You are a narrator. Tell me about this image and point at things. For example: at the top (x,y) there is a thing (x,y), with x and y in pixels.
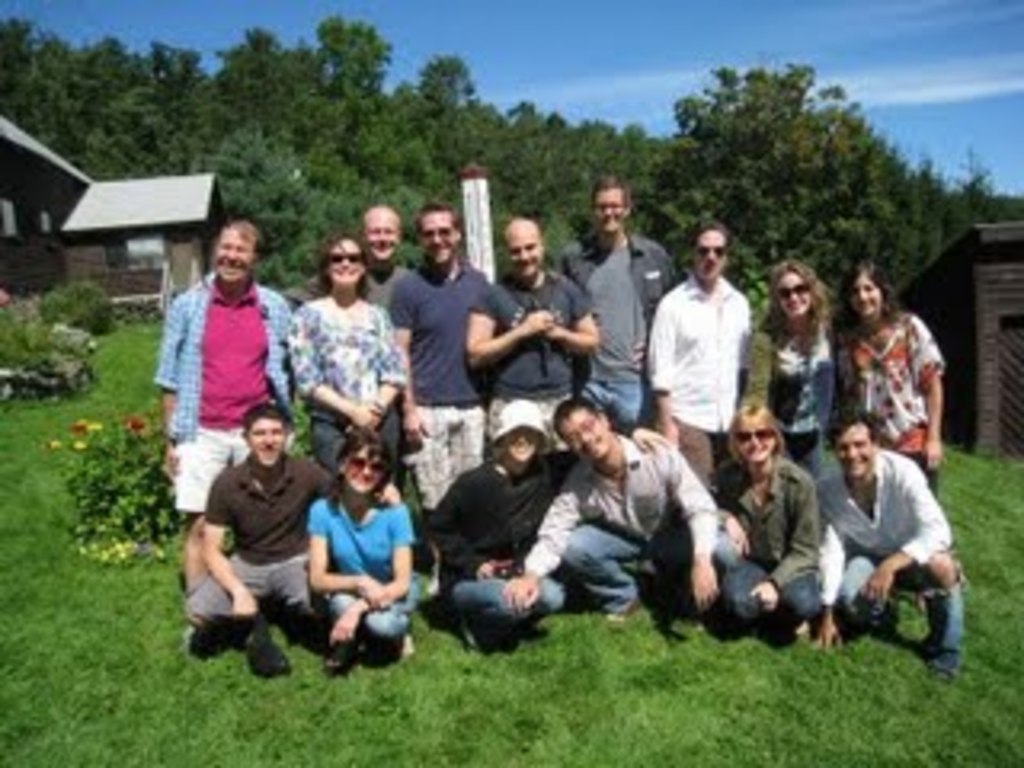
In this image I can see a group of people (369,388) on grass (550,722), flowering plants (137,509), pole (485,256), houses (47,193), trees (496,170) and the sky (898,126). This image is taken may be during a day.
